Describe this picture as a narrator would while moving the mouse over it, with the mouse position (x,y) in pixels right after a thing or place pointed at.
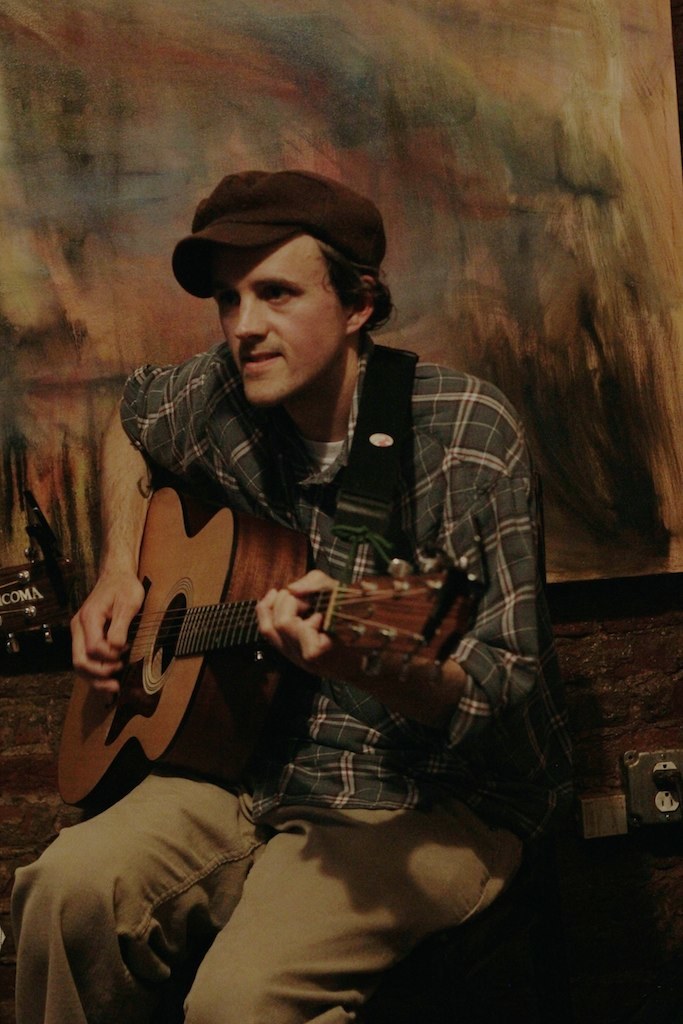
In the middle (322,666) there is a man (413,850) sitting on the bench (551,879), he is playing guitar (218,642) and holding it. he is wearing a shirt (426,501), trouser (351,834) and hat (223,247). To the right (646,798) there is a socket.
